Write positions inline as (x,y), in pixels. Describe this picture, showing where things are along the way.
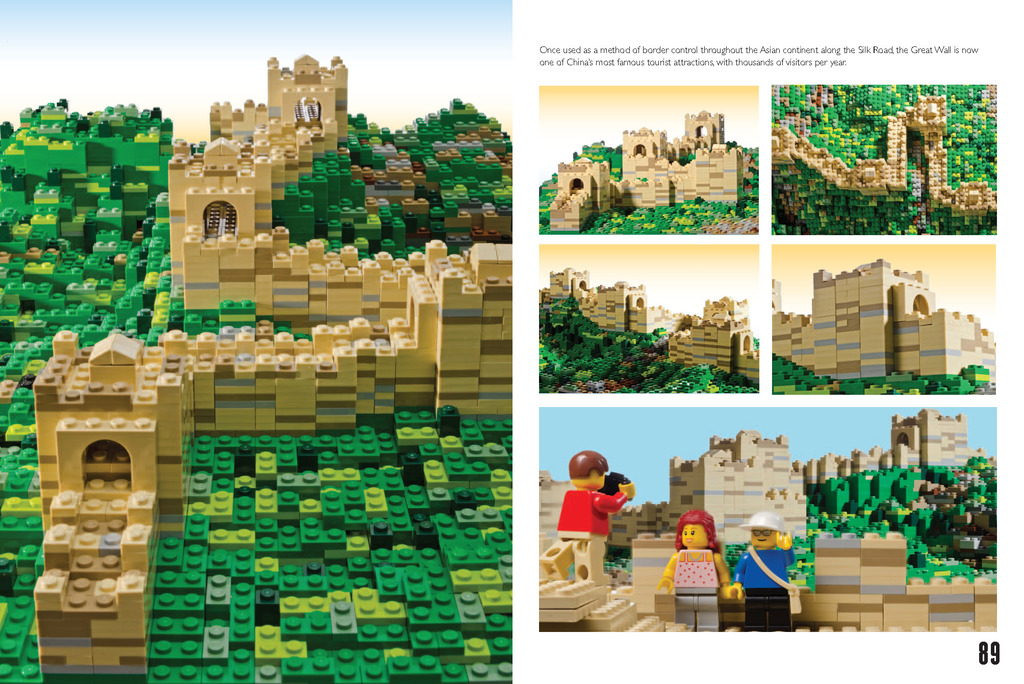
In this image we can see building blocks (546,610), toys (782,560) and some text (581,48) here.
